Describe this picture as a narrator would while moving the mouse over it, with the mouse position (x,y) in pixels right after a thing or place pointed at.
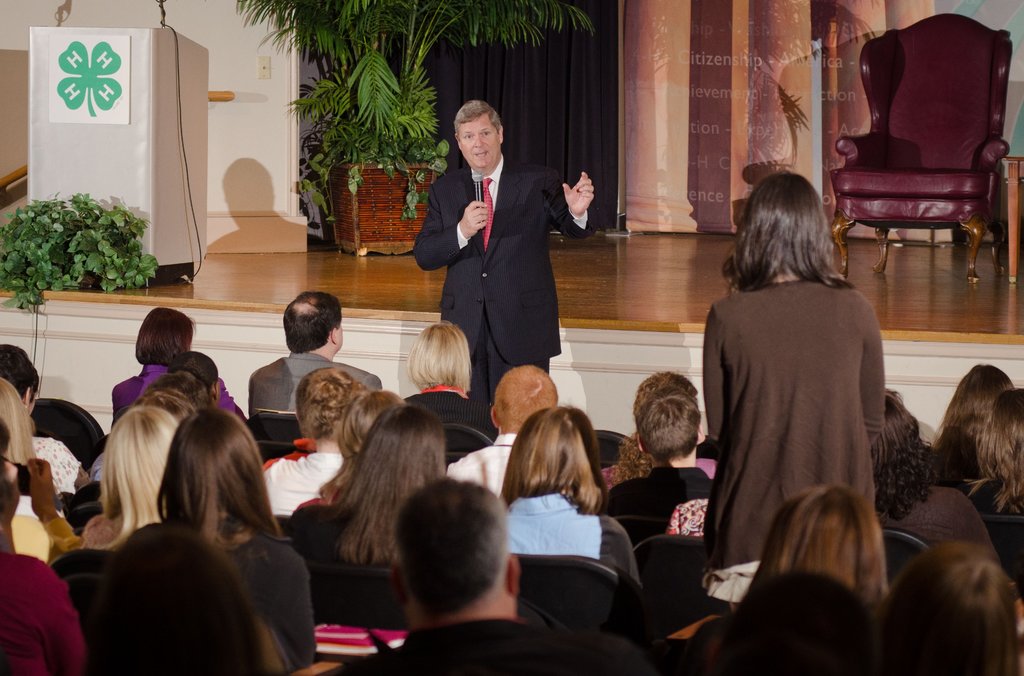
In this image I see number of people (1004,408) sitting on chairs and I see a man (524,228) and a woman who are standing and this man (508,222) holding a mic (478,170). In the background (384,157) I see the chair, few plants (138,279) and the podium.
